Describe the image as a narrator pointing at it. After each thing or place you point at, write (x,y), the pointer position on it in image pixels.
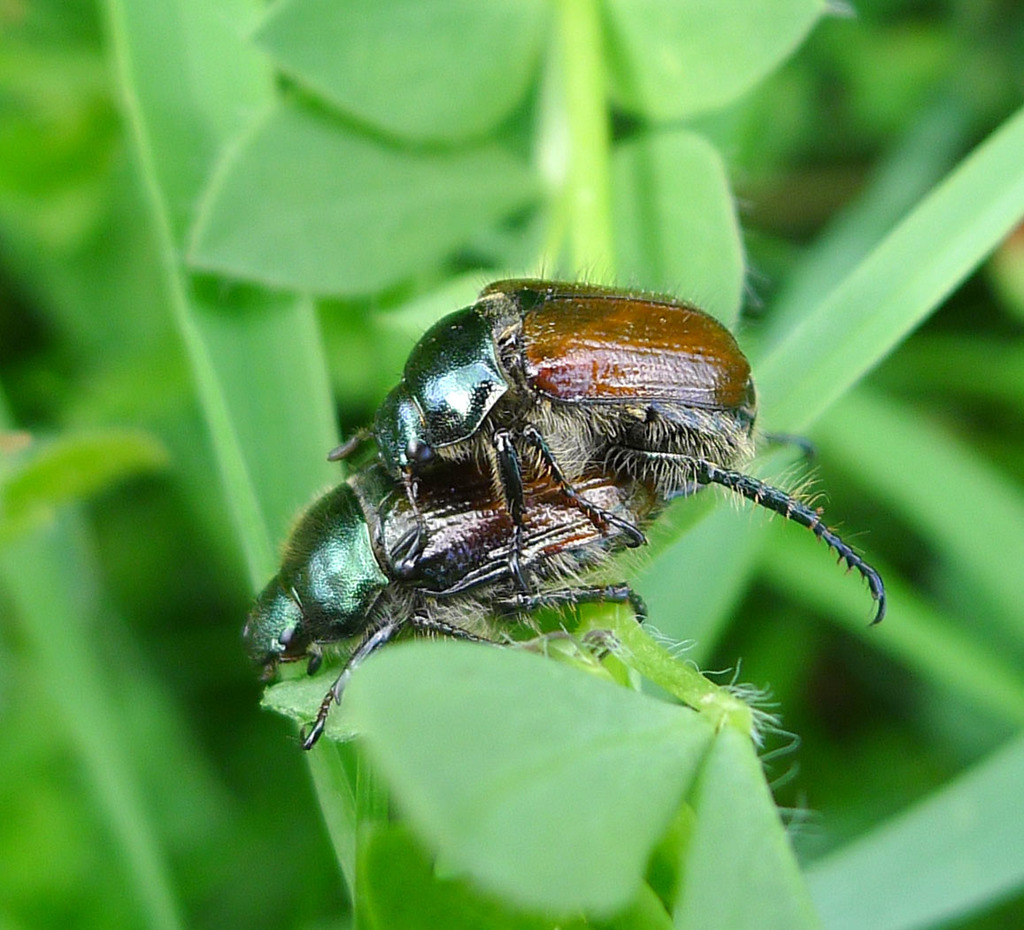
In this image we can see insects (566,583) on the plant (490,772).
